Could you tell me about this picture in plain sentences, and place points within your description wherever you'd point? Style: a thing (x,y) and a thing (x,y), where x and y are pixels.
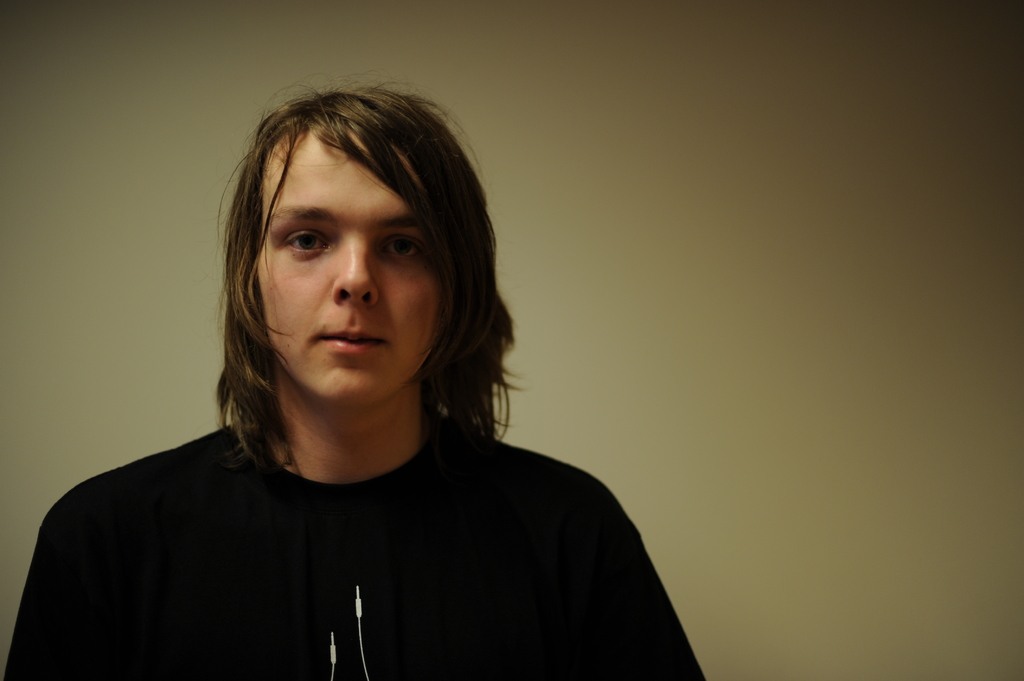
In this picture I can see a boy (326,386) standing. I can see a wall (734,168) in the background (738,192).
